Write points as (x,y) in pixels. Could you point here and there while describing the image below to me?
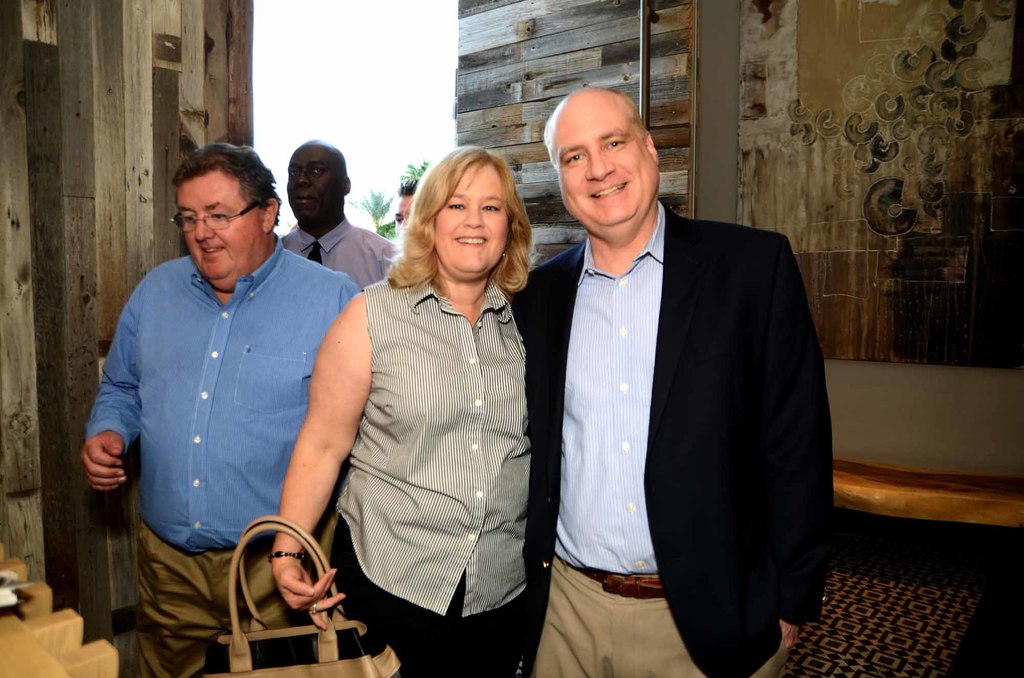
In this picture there are people (328,390) those who are standing in the center of the image (677,435), there are trees (414,177) in the background area of the image (359,200) and there are wooden painted walls (758,108) on the right (777,80) and left side of the image (46,79).
